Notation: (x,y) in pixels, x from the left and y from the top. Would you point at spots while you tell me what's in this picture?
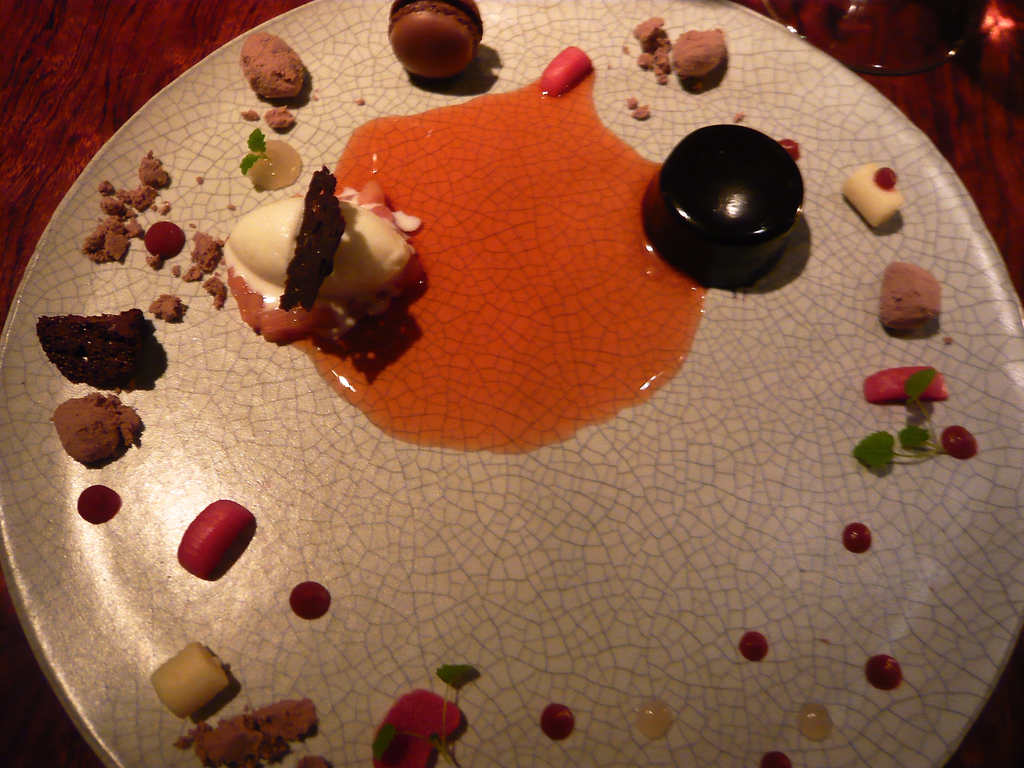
In this image there is a plate (250,472) truncated, there are objects (401,378) in the plate (669,419), there is a glass (884,33) truncated towards the top of the image (858,52).
